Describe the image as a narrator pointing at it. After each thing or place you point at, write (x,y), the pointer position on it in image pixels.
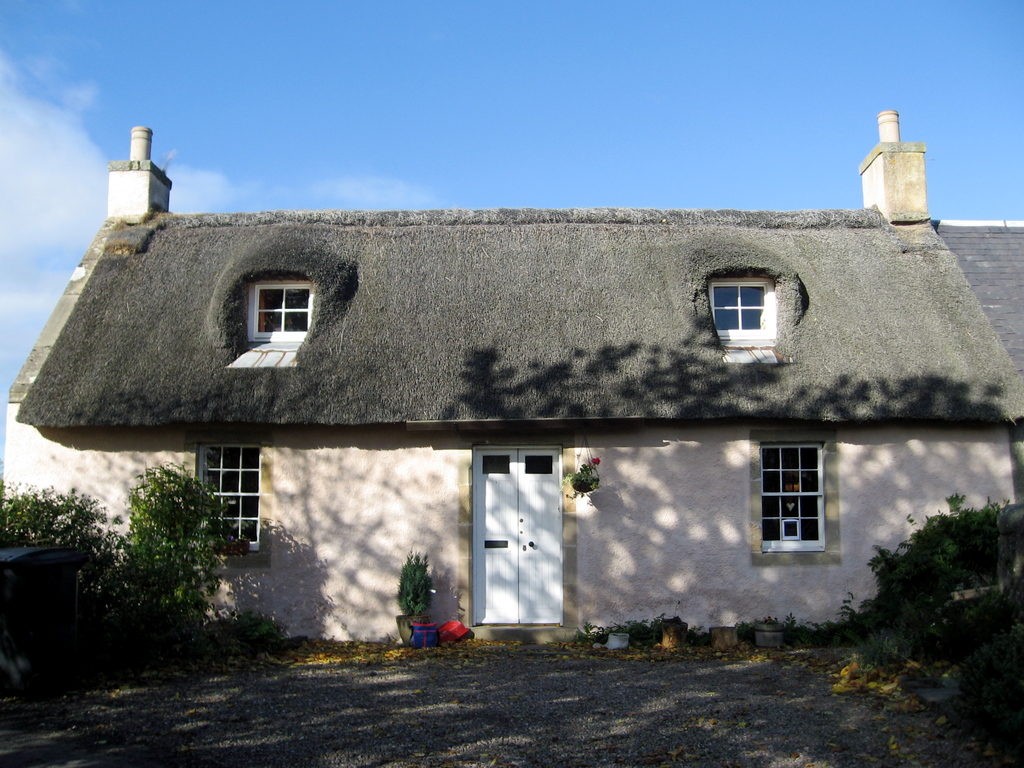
In this image we can see house (423,501). At the bottom (910,609) there is a ground (628,729) and trees (112,579). In the background (89,242) there is a sky (89,177) and clouds (21,212).
